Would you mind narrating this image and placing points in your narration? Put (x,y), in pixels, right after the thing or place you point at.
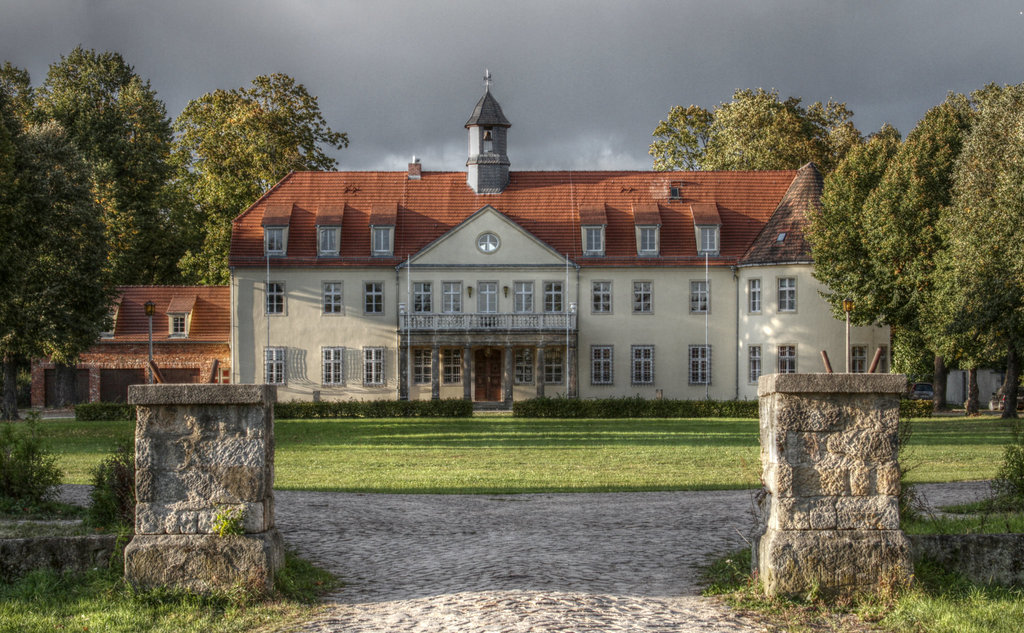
In this image, we can see building (407,389), house (256,362), walls (322,331), windows (418,348), door (133,381), pillars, light poles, trees (959,358), plants (928,408) and grass (611,429). At the bottom (499,459), we can see walkways (543,551), pillars (883,458), plants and grass (754,575). Background (384,54) we can see the cloudy sky (540,107).
